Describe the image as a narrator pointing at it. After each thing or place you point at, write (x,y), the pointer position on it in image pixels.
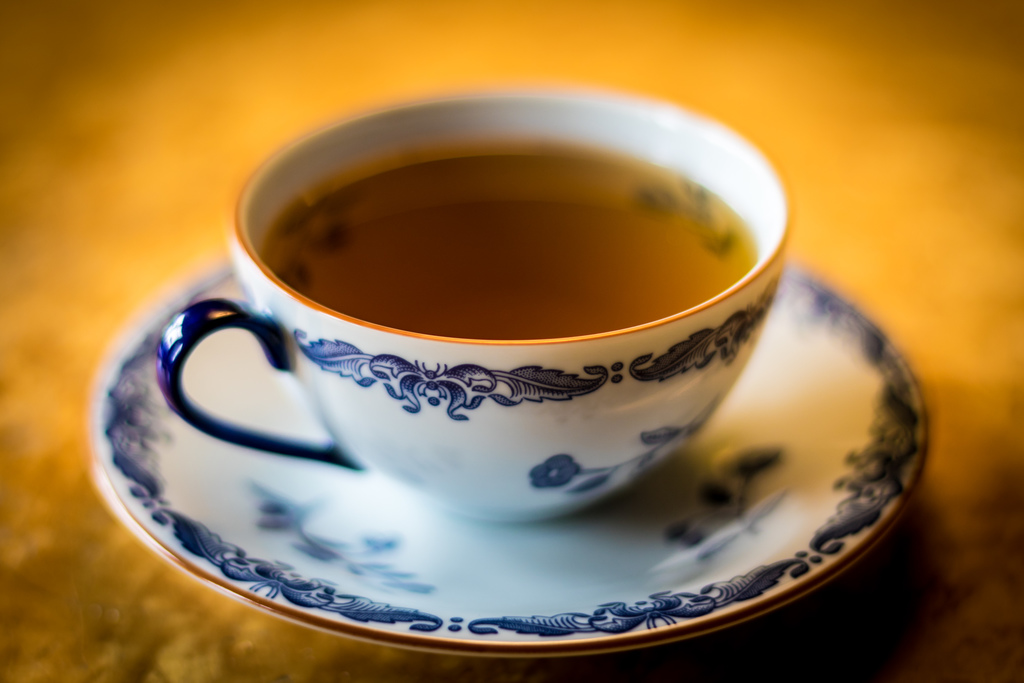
In this picture, we see the cup (539,354) containing the liquid (612,314) is placed in the saucer (556,566). It might be placed on the table (88,210). In the background (924,150), it is yellow in color. This picture is blurred in the background (229,199).
